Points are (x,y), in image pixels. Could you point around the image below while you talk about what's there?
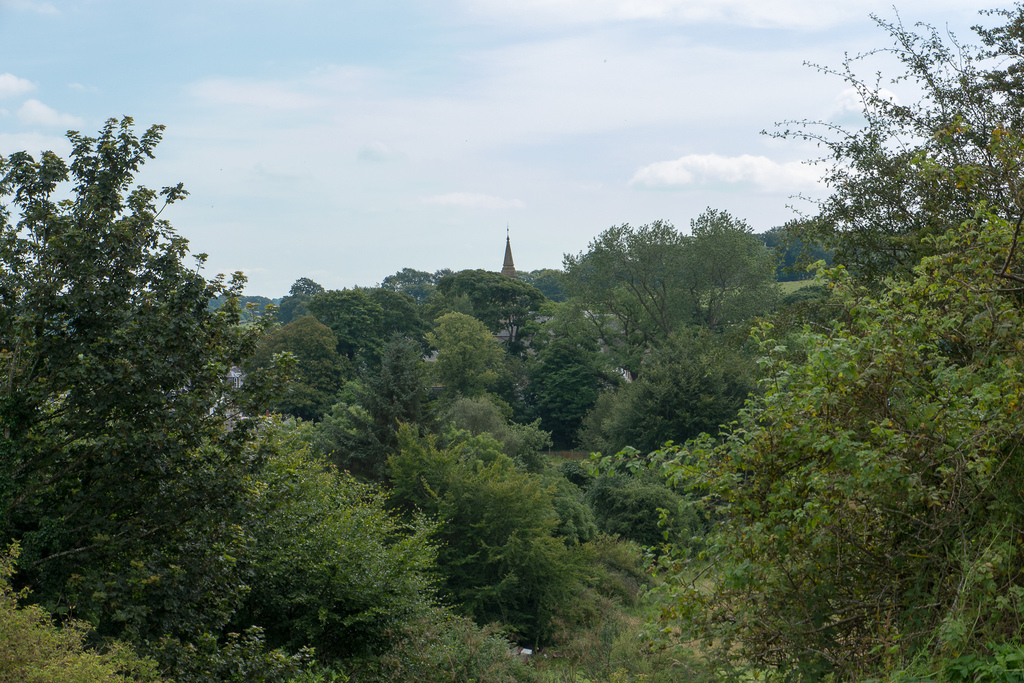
In this picture we can see trees (711,605), top of a tower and in the background (502,250) we can see the sky (644,60) with clouds (739,93).
